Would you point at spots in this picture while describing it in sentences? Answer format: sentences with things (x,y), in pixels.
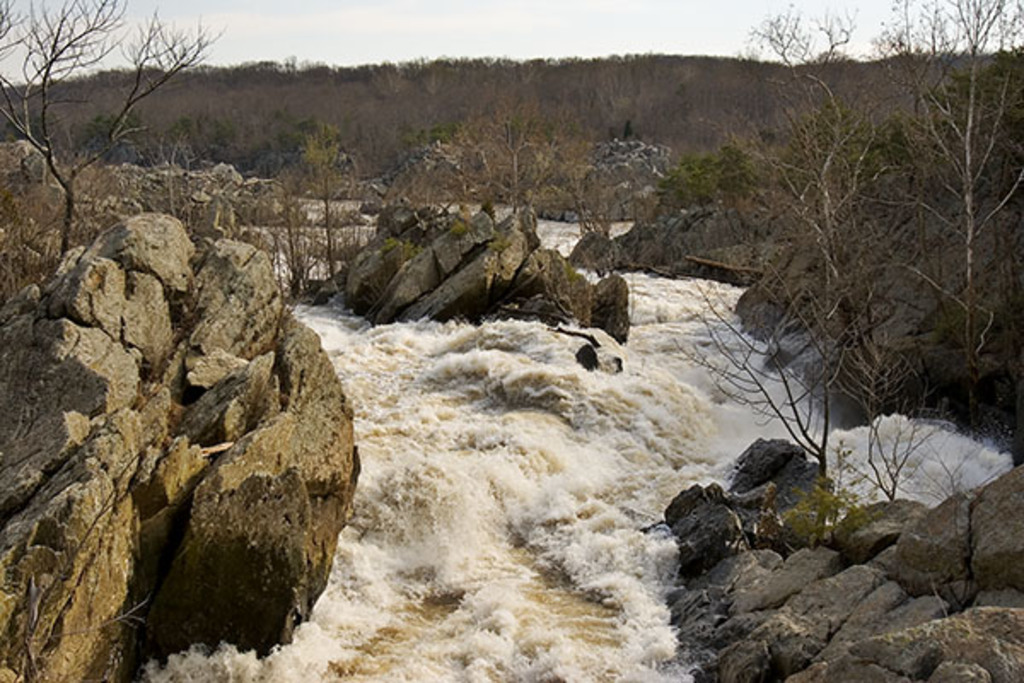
In this image, we can see water flow (681,329), rocks (730,503) and plants (975,229). Background (821,2) we can see trees (462,155) and sky (529,20).
